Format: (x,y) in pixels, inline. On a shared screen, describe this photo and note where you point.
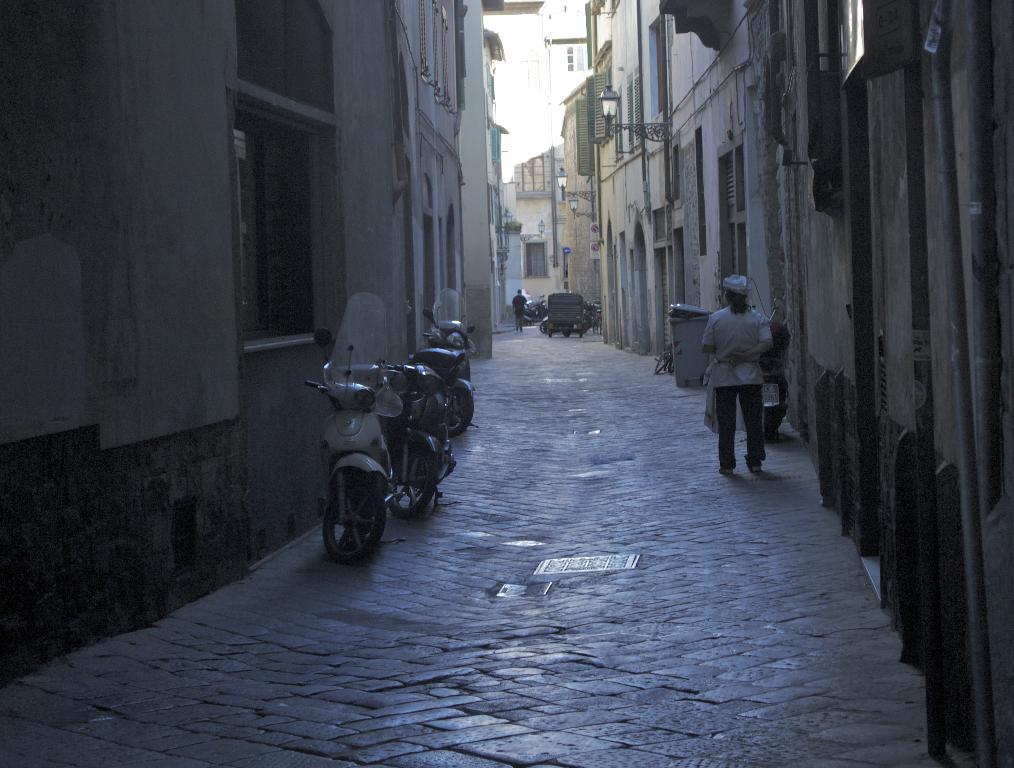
In the image there is a path (547,602) and around the path (571,615) there are vehicles (448,392) and buildings (791,354), on the right side (750,370) there is a person (756,417) standing beside a wall (795,319).
